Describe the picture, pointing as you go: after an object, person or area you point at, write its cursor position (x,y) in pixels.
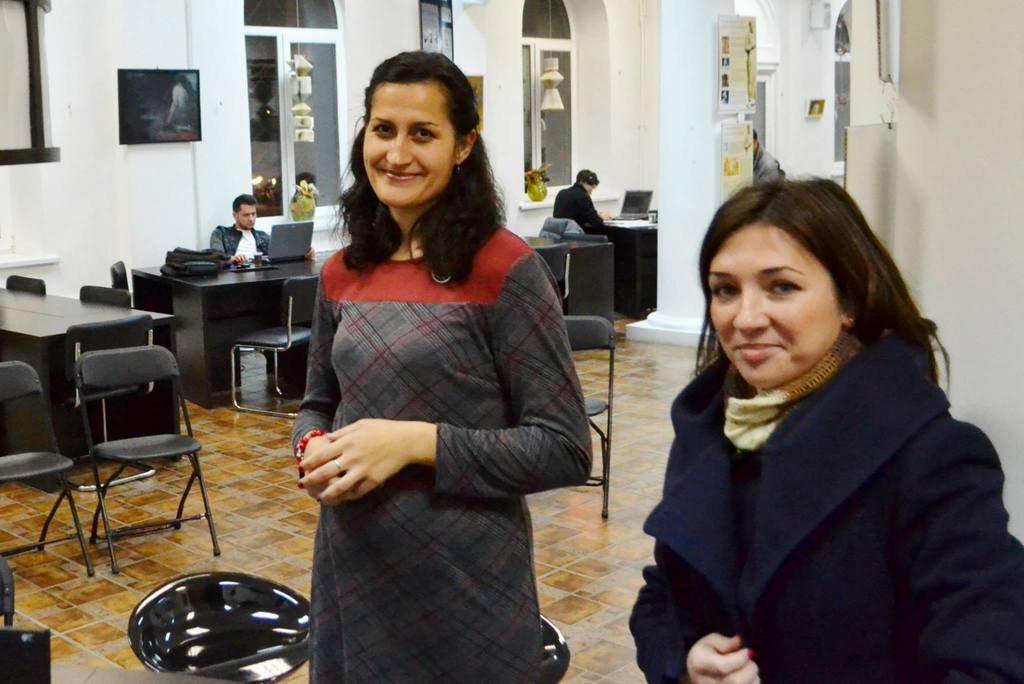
As we can see in the image there is a white color wall (112,64), photo frame (142,92), chairs (156,349) and tables (199,299) and few people (353,239) here and there and on table (215,275) there is a bag (190,263) and laptop (269,256).
